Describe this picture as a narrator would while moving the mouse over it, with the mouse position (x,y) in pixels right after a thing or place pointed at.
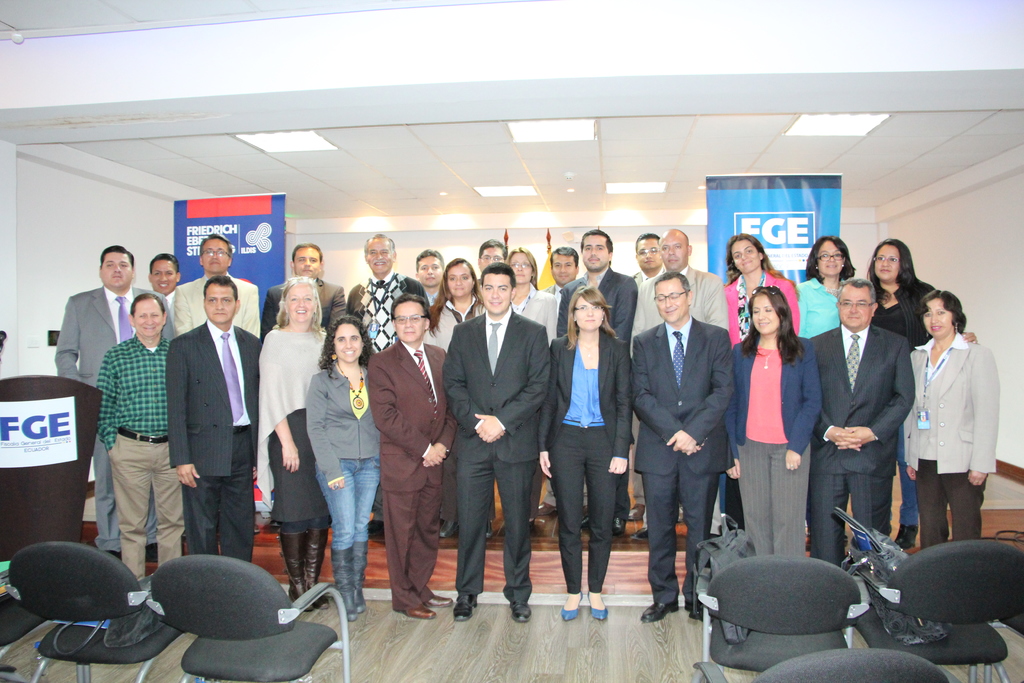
In this image we can see a group of people (439,379) are standing, and smiling, in front there are chairs (698,598), at the top (510,189) there are lights (524,125), there are hoardings (748,216), there is a wall (857,234).
